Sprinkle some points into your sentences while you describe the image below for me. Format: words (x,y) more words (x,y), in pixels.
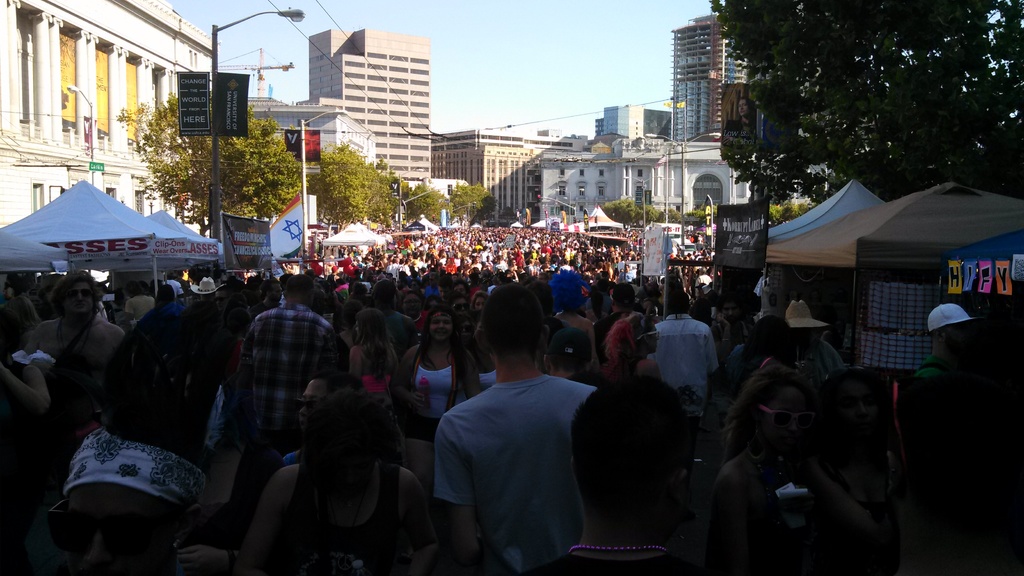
In this image there are group of persons (344,333) standing and on the right side (829,238) there are tents (859,248) and there is a board (736,248) with some text (744,245) written on it. On the left side (95,261) there are tents (130,256) with some text (138,253) written on it and there is a building (98,137) and there is a pole (213,163) and a board (206,122) with some text (188,101) on it. In the background (511,154) there are trees (381,166), buildings (476,174), persons (487,248) and poles (666,169).
